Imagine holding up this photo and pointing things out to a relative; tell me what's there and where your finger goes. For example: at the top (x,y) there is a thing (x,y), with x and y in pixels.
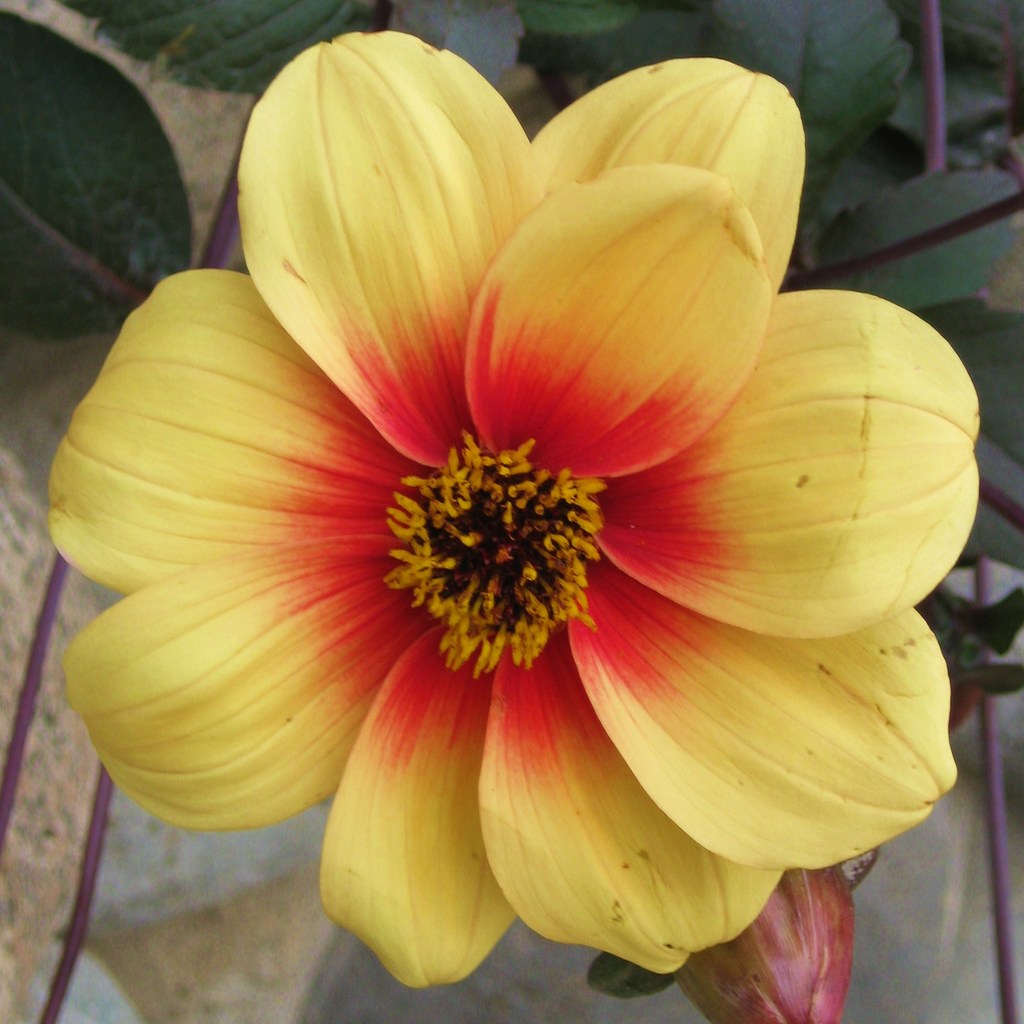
This image is taken outdoors. At the bottom of the image (165,969) there is a floor (866,962). At the top of the image (119,112) there is a plant (57,115). In the middle of the image (436,417) there is a flower (424,625). The flower (605,354) is yellow in color.
